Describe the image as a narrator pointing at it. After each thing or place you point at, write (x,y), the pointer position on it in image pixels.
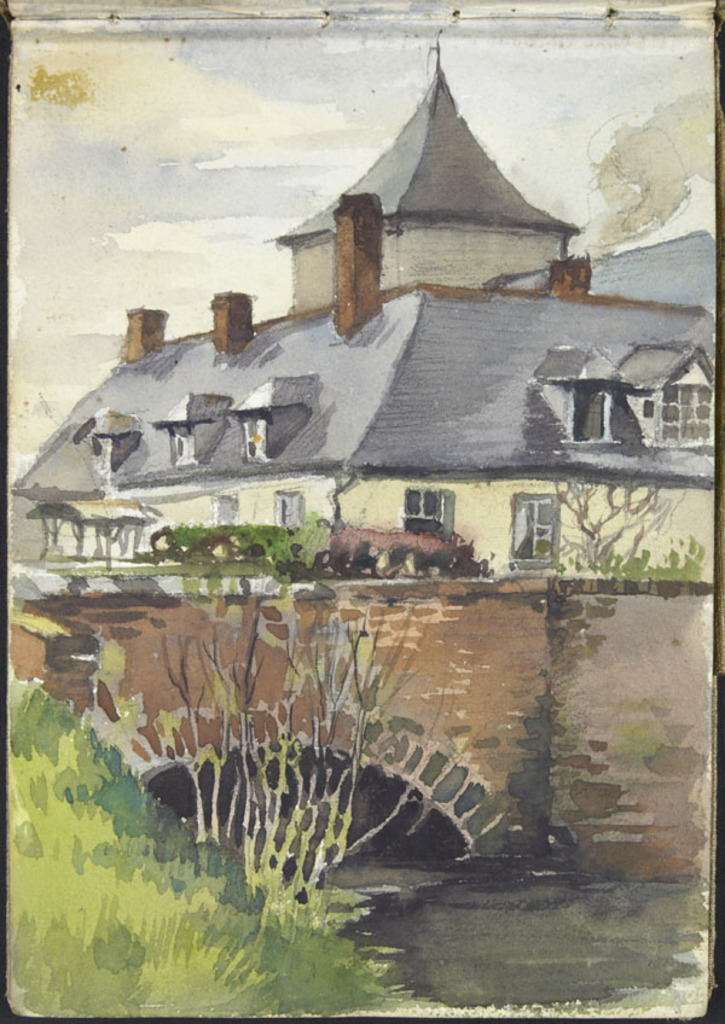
This image is a painting. There is a building (392,319). There is a bridge (236,617). There are trees (426,572). There is grass (103,863) at the left side of the image (135,928).
